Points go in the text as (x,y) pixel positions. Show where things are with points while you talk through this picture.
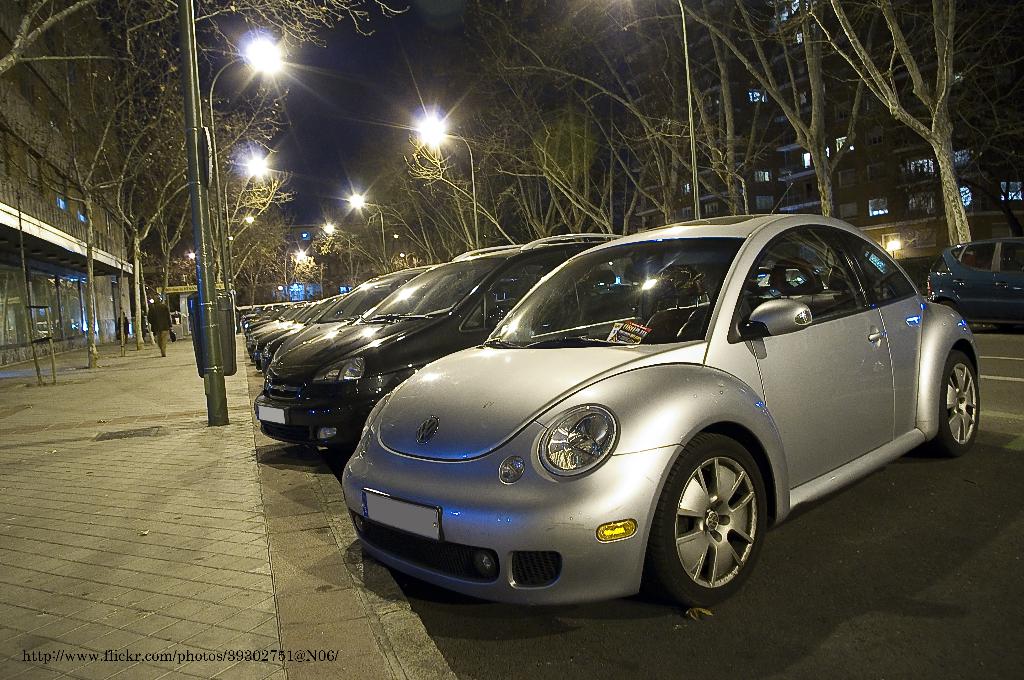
In this image we can see many buildings (867,140). There are many trees (779,104) in the image. There are many vehicles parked in the image. There are many street lights (194,139) in the image. There is a road (993,370) in the image. A person (155,333) is walking on the footpath (114,363) and holding some object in his hand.
